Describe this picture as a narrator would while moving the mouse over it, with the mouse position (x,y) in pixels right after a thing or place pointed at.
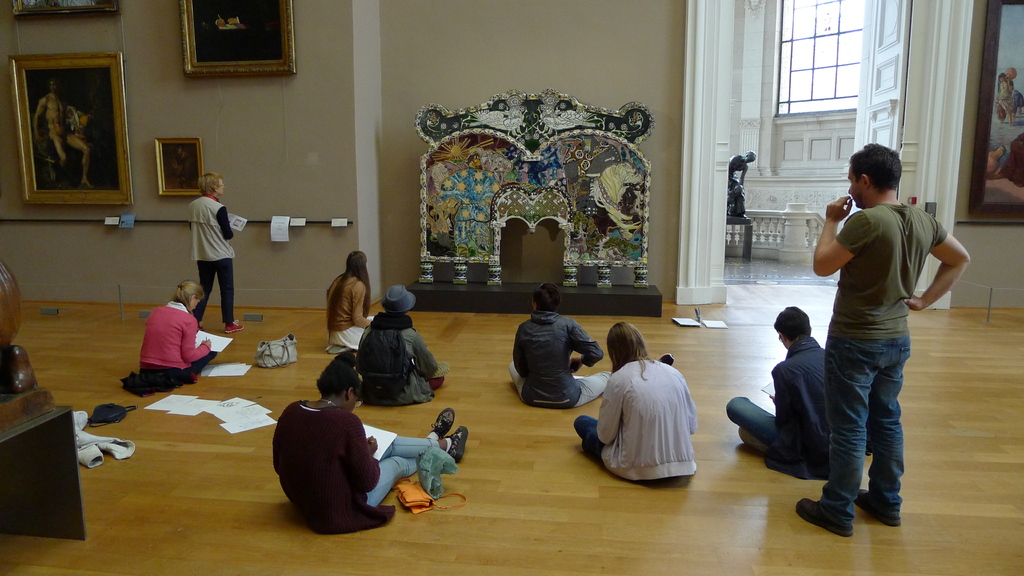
In this picture I can see that there are some people (575,336) sitting on the floor (486,486) and they have papers (384,437) with them. There are two persons (830,370) standing and here there is a wall (339,67) and there are photo frames (279,29) on the wall (381,149) and on the right side (721,266) there is a door (878,24).
